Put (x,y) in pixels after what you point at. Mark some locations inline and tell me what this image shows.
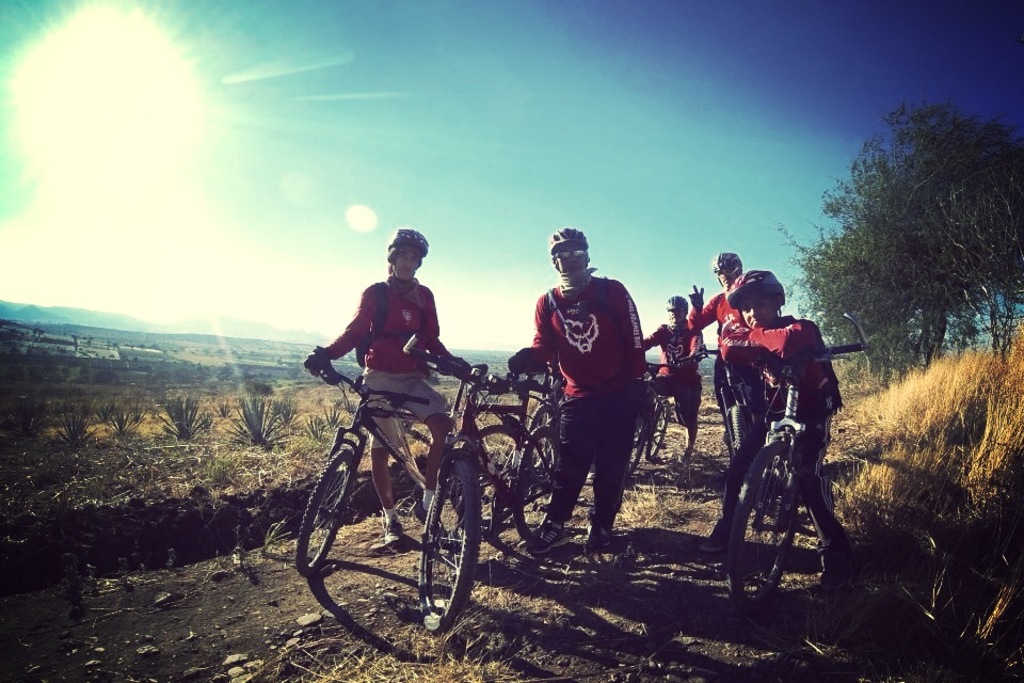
In this image there is a man (432,449) standing near the bicycles (430,531), another group of people (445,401) standing near the bicycles (441,544), and in back ground (188,420) there are plants (180,426), grass (482,597), trees (988,168), sky (379,161), sun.
